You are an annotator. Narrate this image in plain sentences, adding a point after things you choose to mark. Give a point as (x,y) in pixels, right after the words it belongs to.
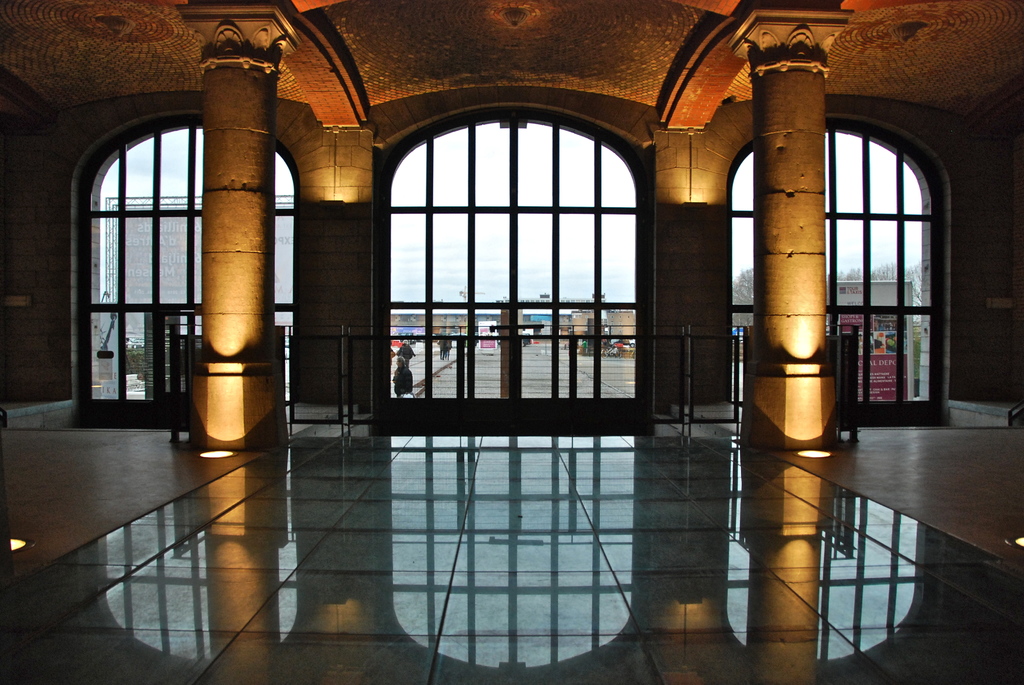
In this image I can see the inner part of the building (388,20). I can also see two pillars (779,267), background (123,252) I can see few glass windows (423,350) and I can see few persons (398,360) walking and the sky (570,218) is in white color.
